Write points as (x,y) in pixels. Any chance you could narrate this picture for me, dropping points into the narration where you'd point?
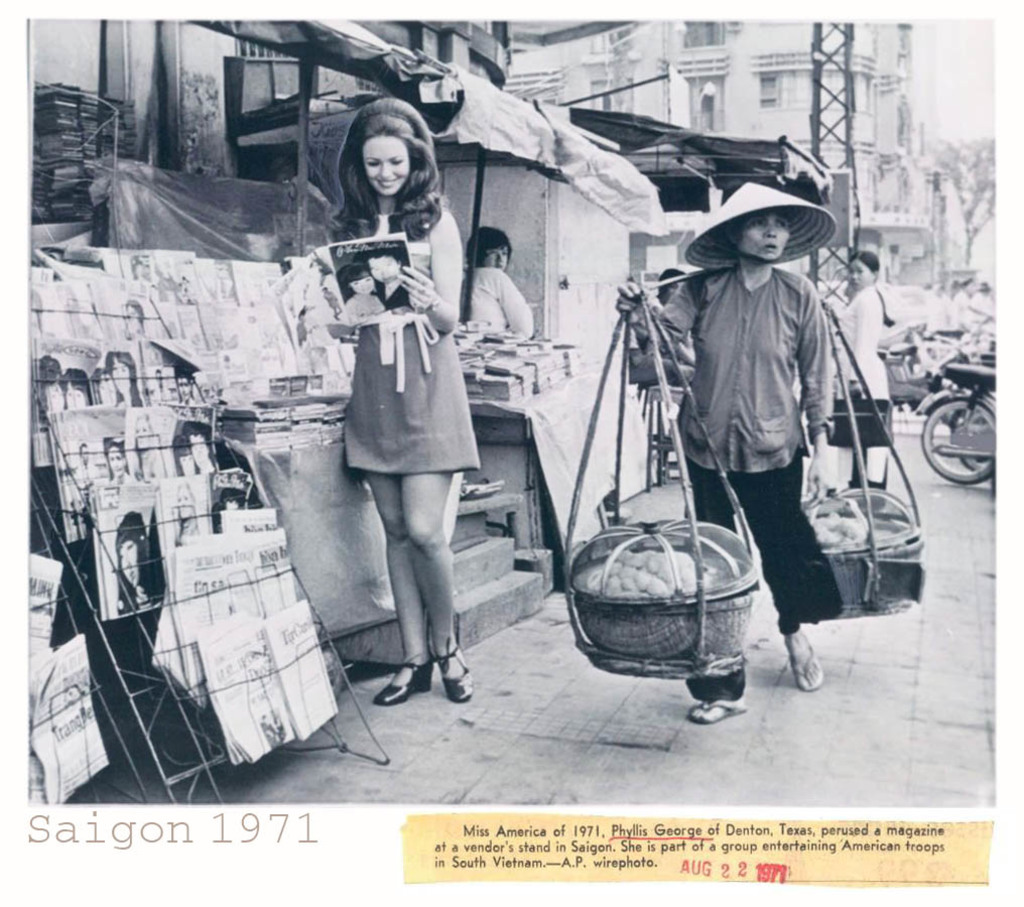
This is a black and white image. On the right (685,581) we can see the two baskets (673,569) containing some items (827,544) and the baskets (876,514) are hanging on the shoulder (718,270) of a person (773,376). On the left (325,321) there is a woman (420,271) wearing a dress (401,337), smiling, holding a book (392,247) and standing on the ground (404,741). On the left (95,427) there is a stand (132,617) and tables (336,423) containing many number of books (159,440). In the background (905,59) we can see the buildings (866,104), metal rods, vehicles (946,341) and group of persons (955,312) and a tree (971,210). At the bottom (557,851) there is a text (693,839) on the image.
